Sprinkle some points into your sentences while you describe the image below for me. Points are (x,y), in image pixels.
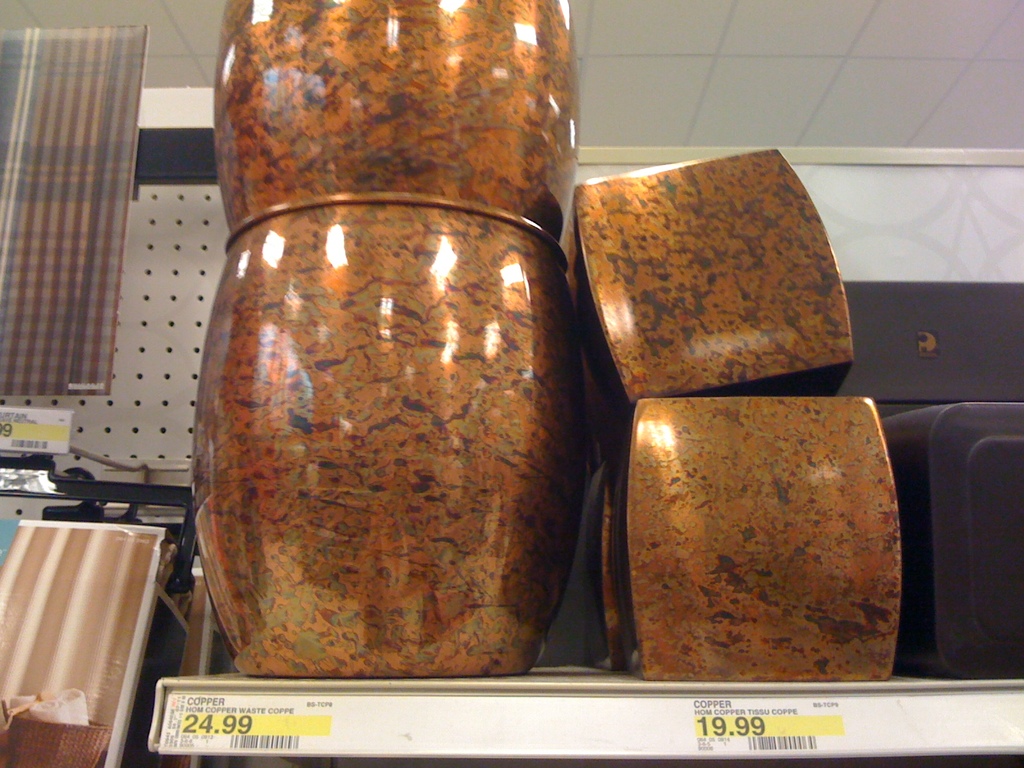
In the center of the image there is a platform (495,687). On the platform (481,713), we can see one black color object (953,551) and a few copper vessels (532,481). And we can see price tags (265,735) on the platform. In the background (947,206) there is a wall (935,209) and a few other objects (31,148).
